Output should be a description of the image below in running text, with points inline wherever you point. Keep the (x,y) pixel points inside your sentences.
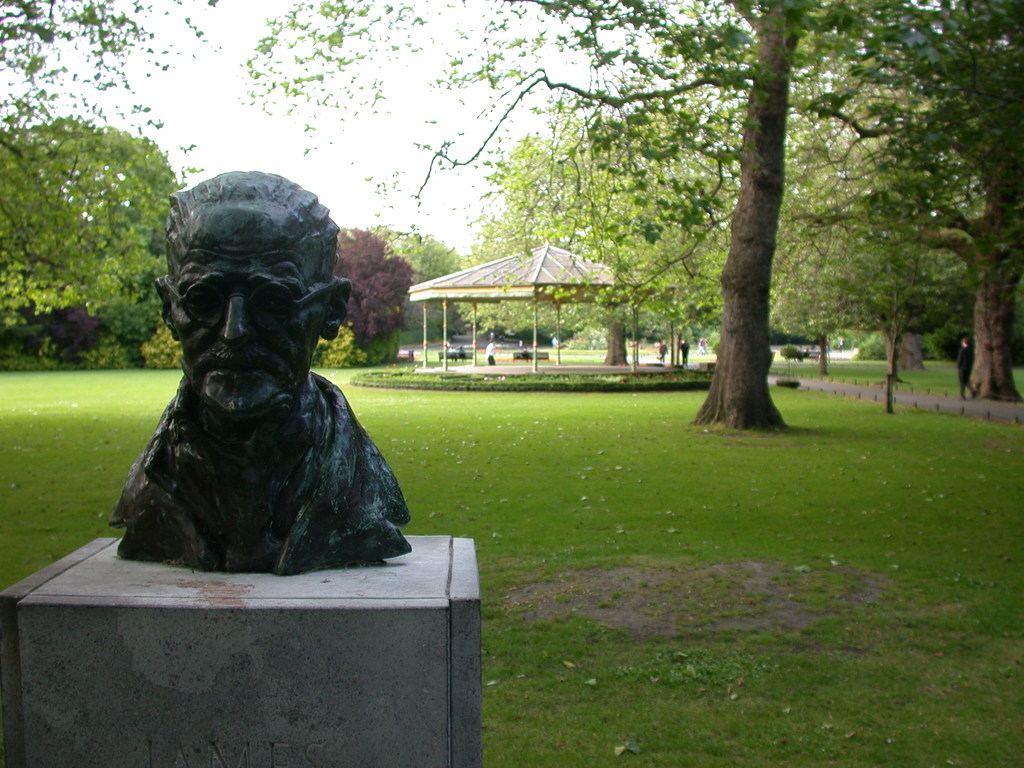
On the left side of the image (279,479) there is a statue (276,410) of a person (279,460) on the pedestal (200,615). And on the ground (512,520) there is grass (534,471). In the background (491,138) there are trees (485,320). And also there is a roof (513,299) with poles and there are few people (663,353). On the right side of the image (971,364) there is a person (966,376) walking on the road (942,400).
